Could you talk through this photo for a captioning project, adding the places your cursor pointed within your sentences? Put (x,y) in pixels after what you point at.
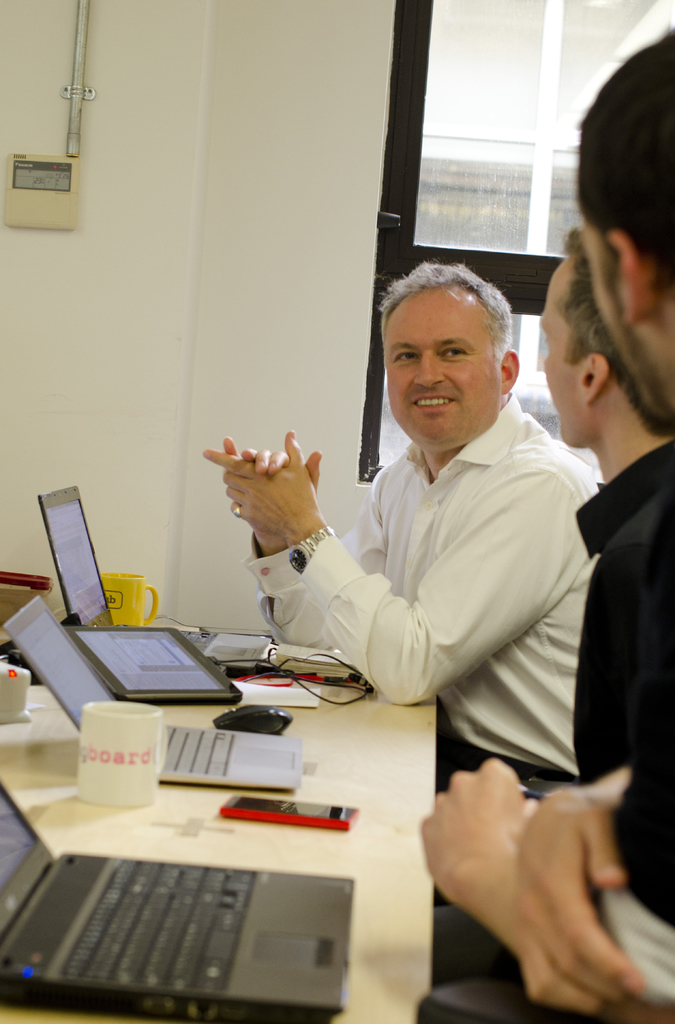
In this image I see 3 men (558,514) and I see a table (319,708) on which there are 3 laptops (198,896), a cup (133,718), a mouse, a mobile phone (255,819) and I see few things (228,667) over here and I see another cup (138,612) over here and I see that this man (398,400) is smiling. In the background (49,421) I see the white wall (83,378) and I see a thing (47,177) over here and I see the pipe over here and I see the window (442,193) over here.
